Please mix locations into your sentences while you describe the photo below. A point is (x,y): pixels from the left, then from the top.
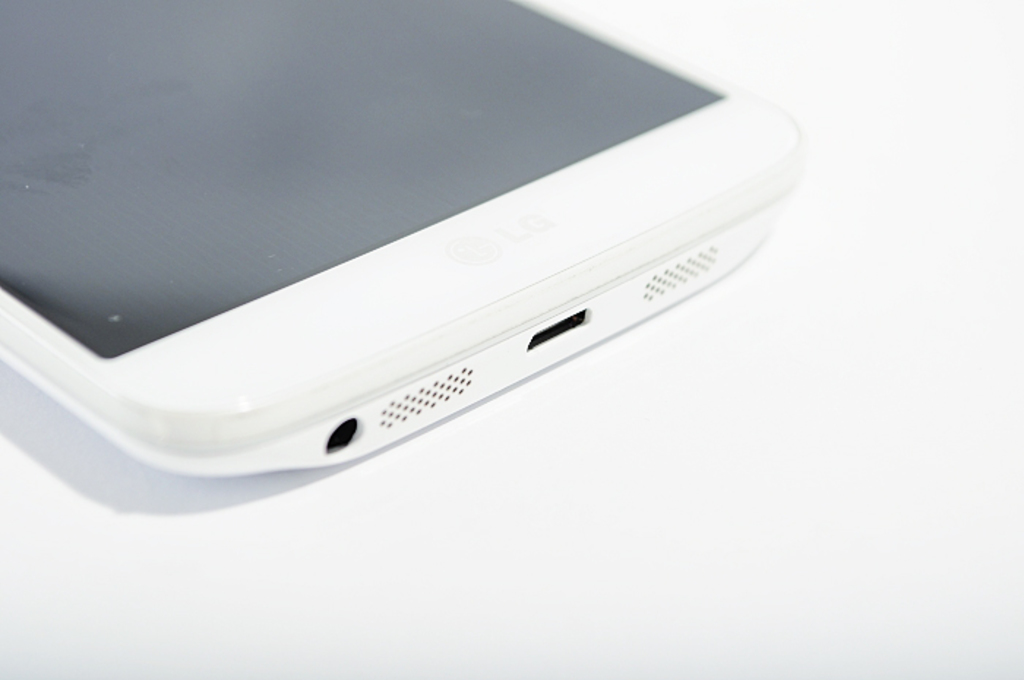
This image consists of a mobile (510,232) in white color. The background (720,36) is white in color.
